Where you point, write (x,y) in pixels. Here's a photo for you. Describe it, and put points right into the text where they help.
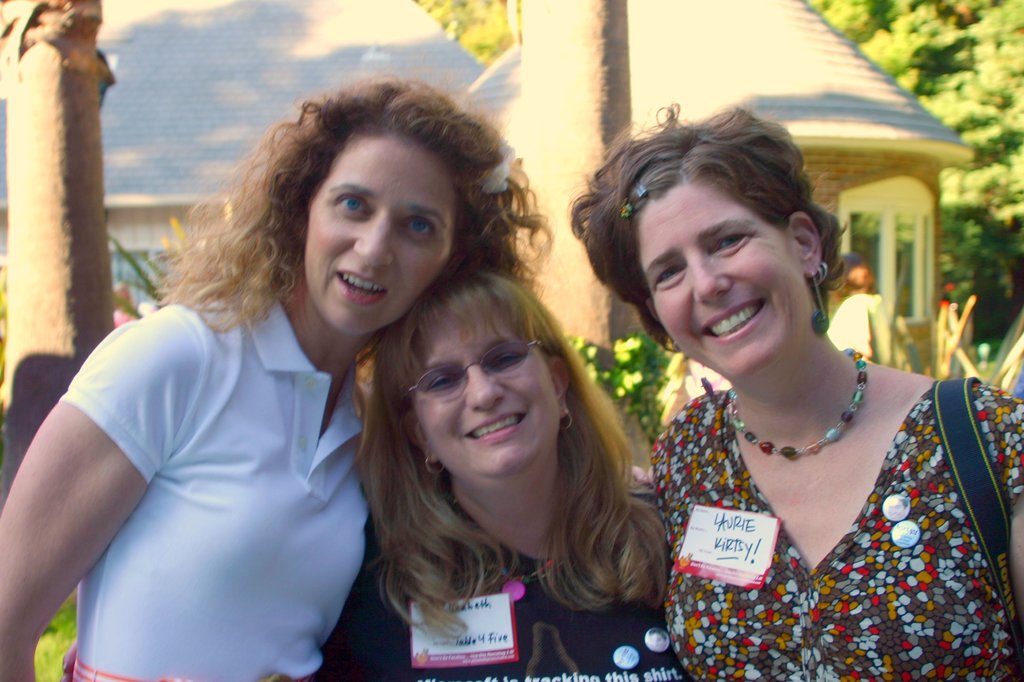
In this image we can see some persons (536,446). In the background of the image (575,165) there are trees (930,80), houses (876,136), plants (966,320) and other objects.
